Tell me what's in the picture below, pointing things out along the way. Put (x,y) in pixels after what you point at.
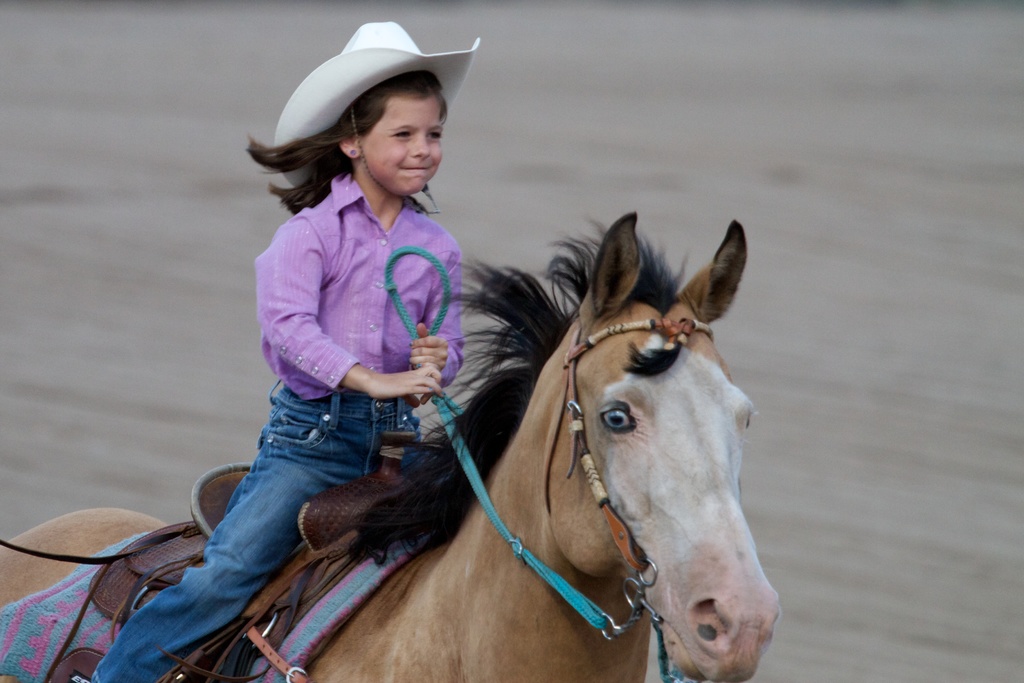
In this image, there is a person (285,333) riding a horse (552,402), whose is wearing a white color hat (378,62) and purple color shirt (335,286) and blue color jeans (252,519). In the background of the image (205,414), there is a ground (492,13) which is grey in color. It looks as if the picture is taken outside in a sunny day.
